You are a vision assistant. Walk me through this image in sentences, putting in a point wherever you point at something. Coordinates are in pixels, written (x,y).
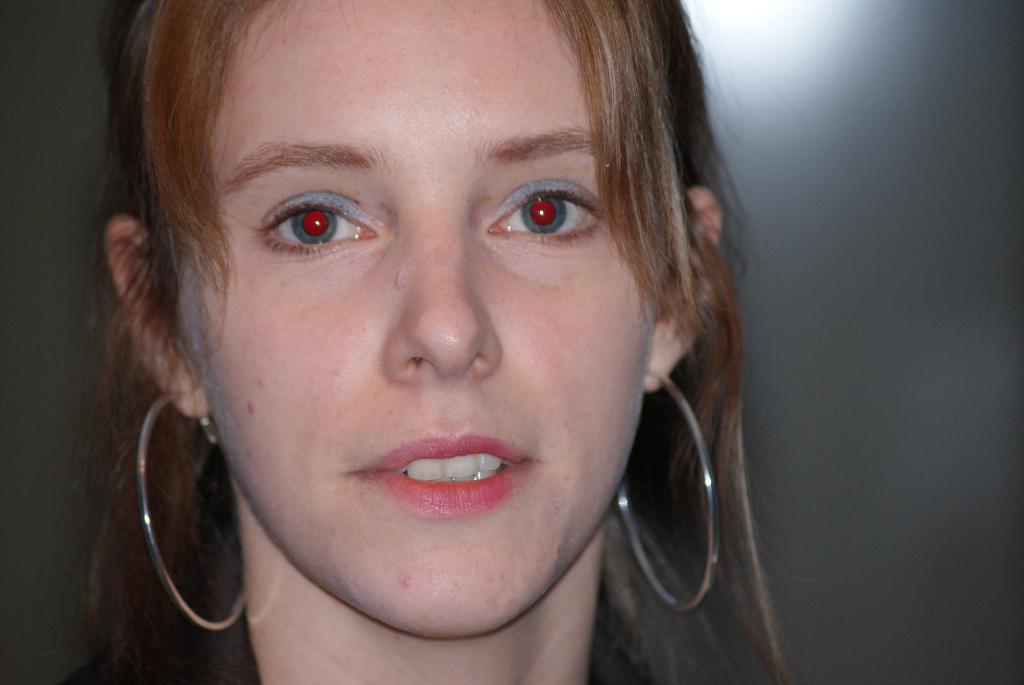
In this picture there is a woman (387,476) wearing earrings (706,590). In her eyes (308,214), there are red pupils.
